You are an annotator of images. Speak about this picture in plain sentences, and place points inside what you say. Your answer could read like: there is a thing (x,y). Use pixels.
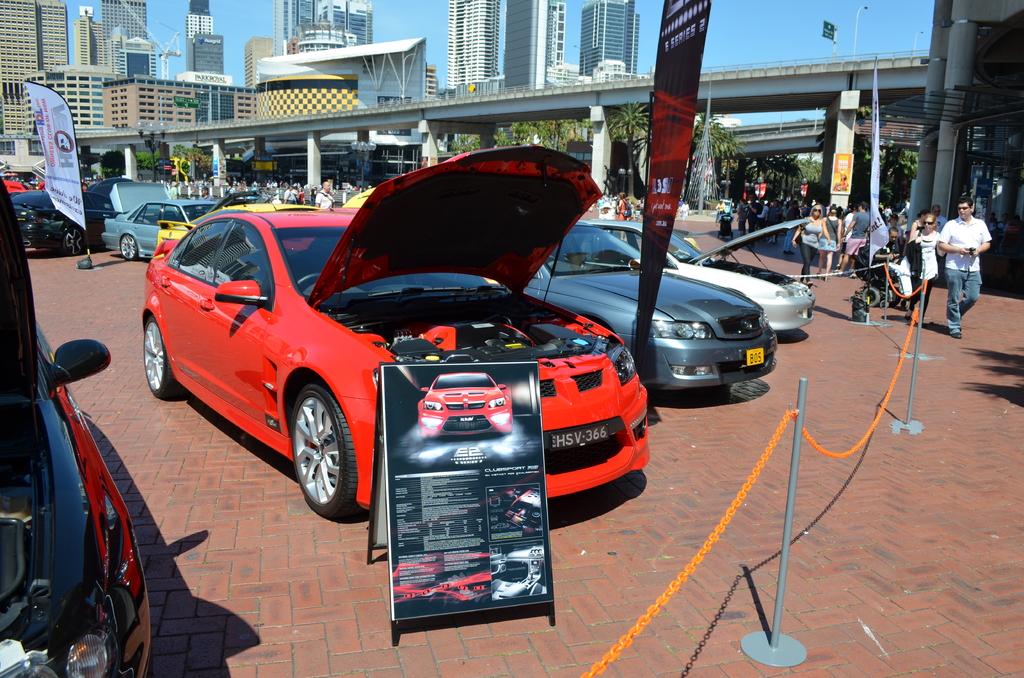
In this image I can see a fence (783,584), boards (469,528), fleets of vehicles (572,433) and a crowd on the road (705,405). In the background (982,142) I can see a bridge (647,103), buildings (211,86), towers (105,44), trees (511,142), pillars (958,136), light poles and the sky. This image is taken may be on the road (555,508).
